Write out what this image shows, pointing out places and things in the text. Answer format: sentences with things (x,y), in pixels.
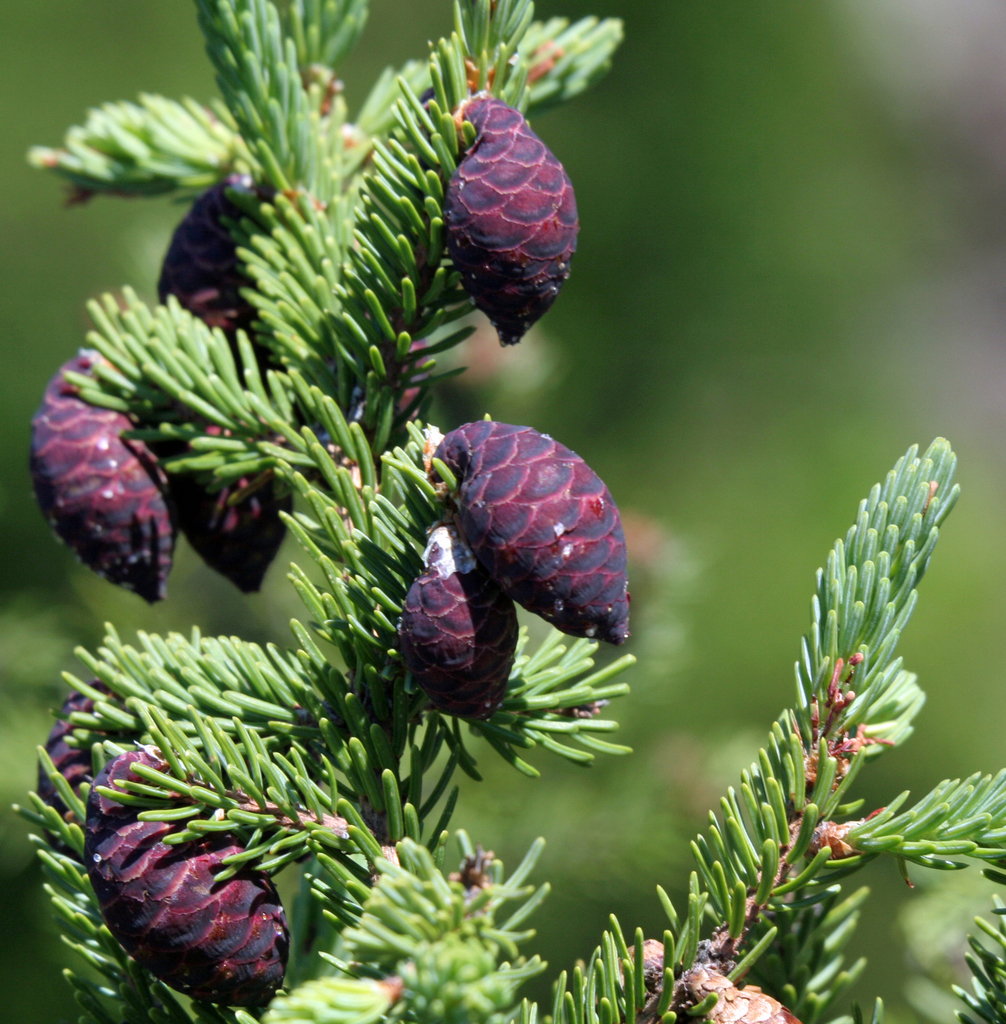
In this image I can see few buds (454,611) to the plant (375,694). These buds (171,957) are in purple color and there is a blurred background (711,77).
